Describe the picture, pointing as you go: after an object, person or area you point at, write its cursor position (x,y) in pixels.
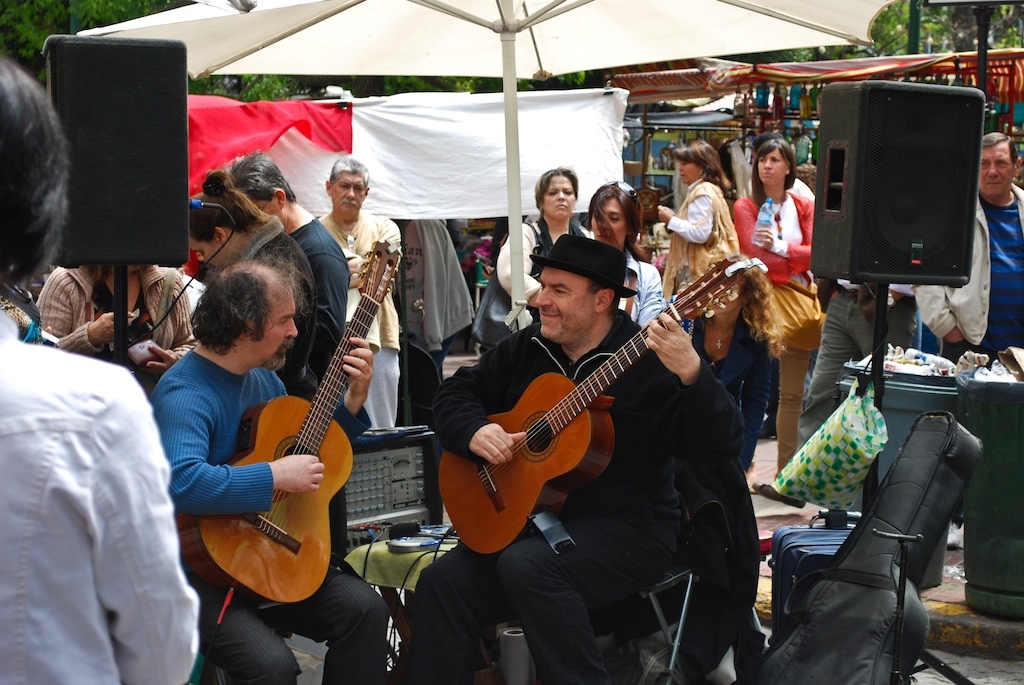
There are group of people (9,528) standing under the tent (661,27) and two of them (204,396) sitting and playing guitar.
